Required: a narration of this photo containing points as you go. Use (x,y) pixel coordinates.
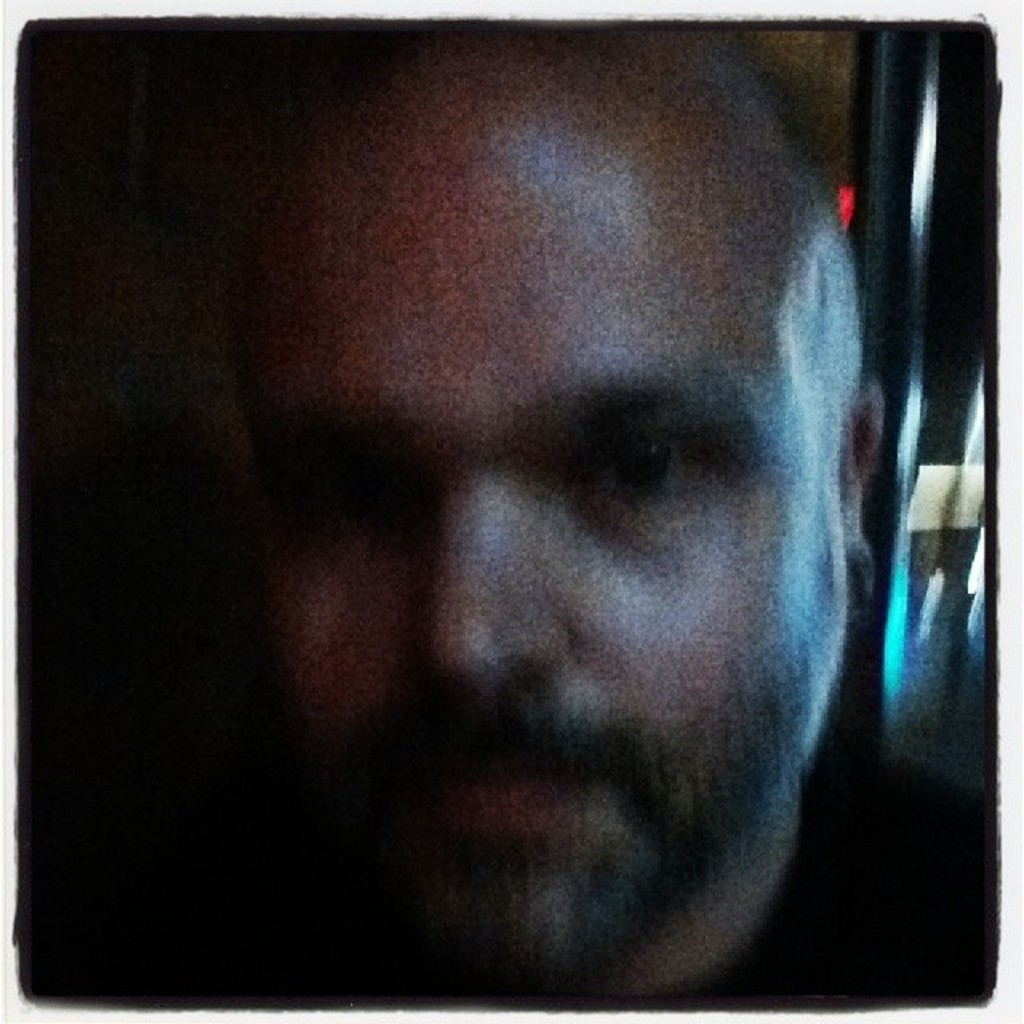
In the foreground of this image (506,441), there is a man (645,881) and the background of this image (932,444) is blurred.
